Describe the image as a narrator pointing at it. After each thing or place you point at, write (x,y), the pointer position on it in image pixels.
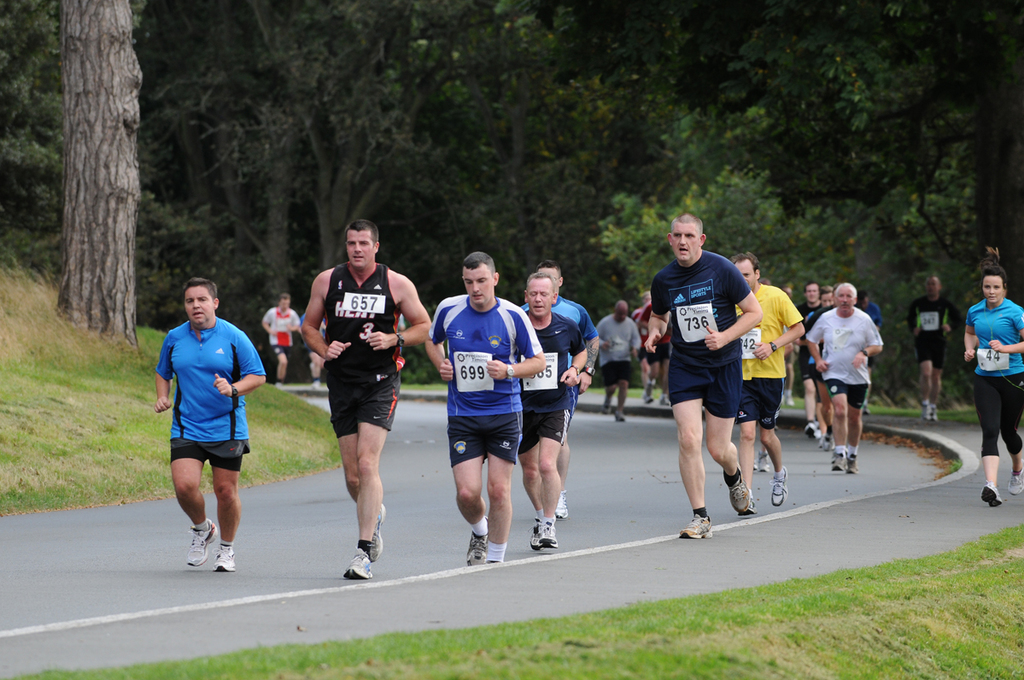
In this picture we can see there are groups of people (426,343) running on the road (434,435). Behind the people (337,359) there are trees (454,130) and grass (63,328).
